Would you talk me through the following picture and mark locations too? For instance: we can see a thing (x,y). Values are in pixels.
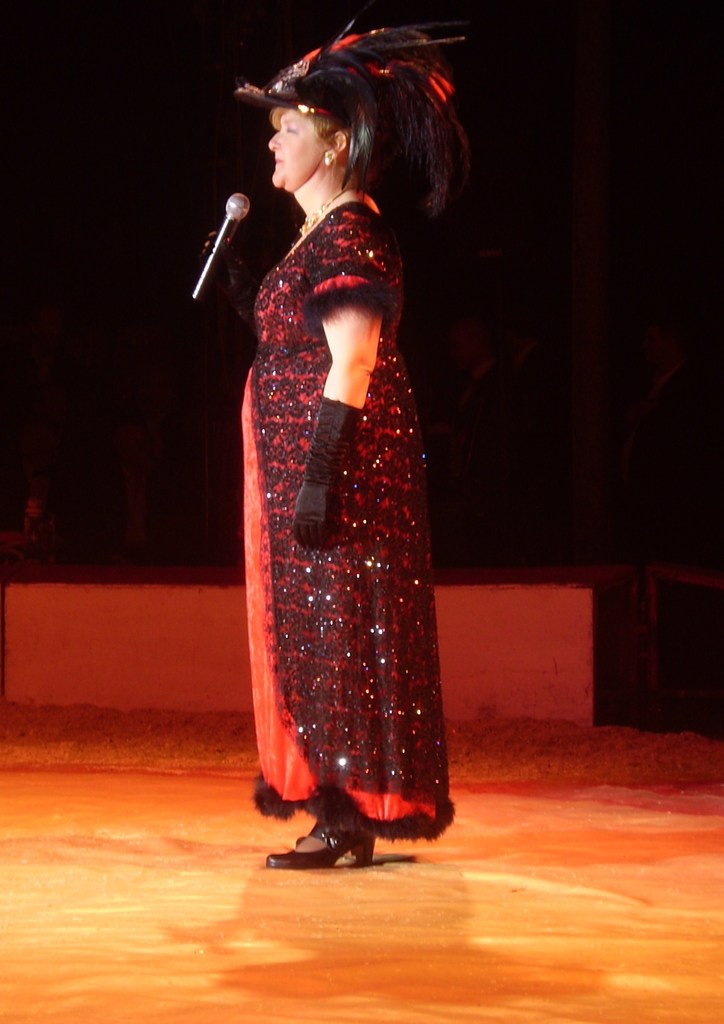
In this image I can see a woman (319,378) holding a mike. I can see the background (555,143) is dark.
